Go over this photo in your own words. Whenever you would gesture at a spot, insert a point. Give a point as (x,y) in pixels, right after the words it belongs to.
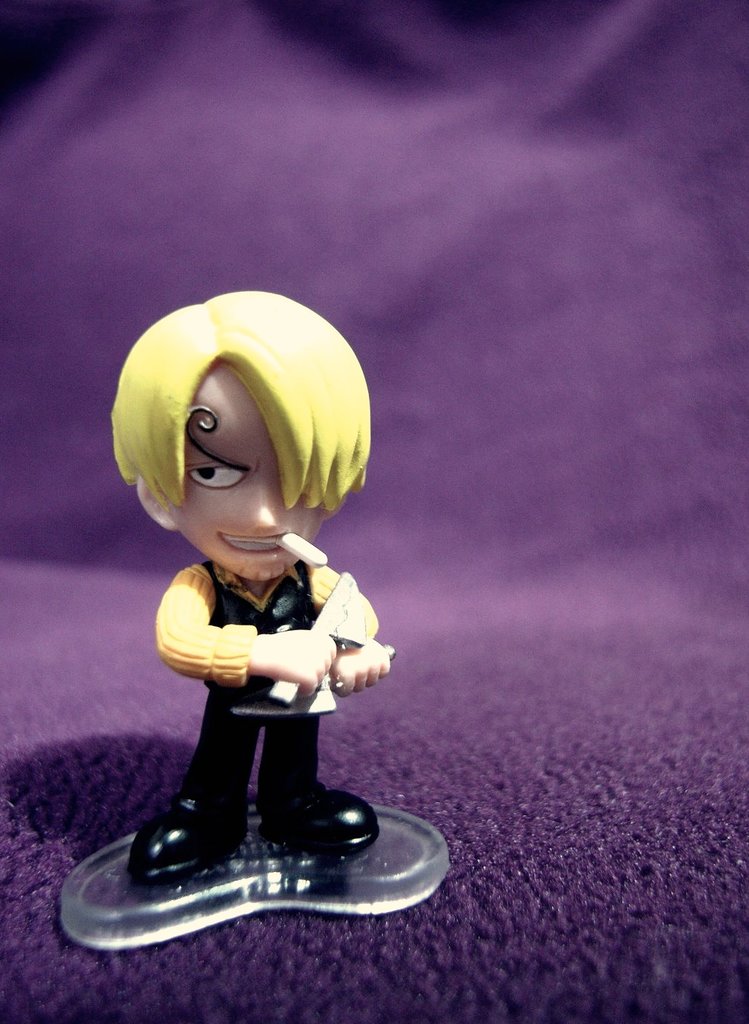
In this image I can see the toy (249,526) in yellow, cream and black color. Background (489,206) is in purple color.
